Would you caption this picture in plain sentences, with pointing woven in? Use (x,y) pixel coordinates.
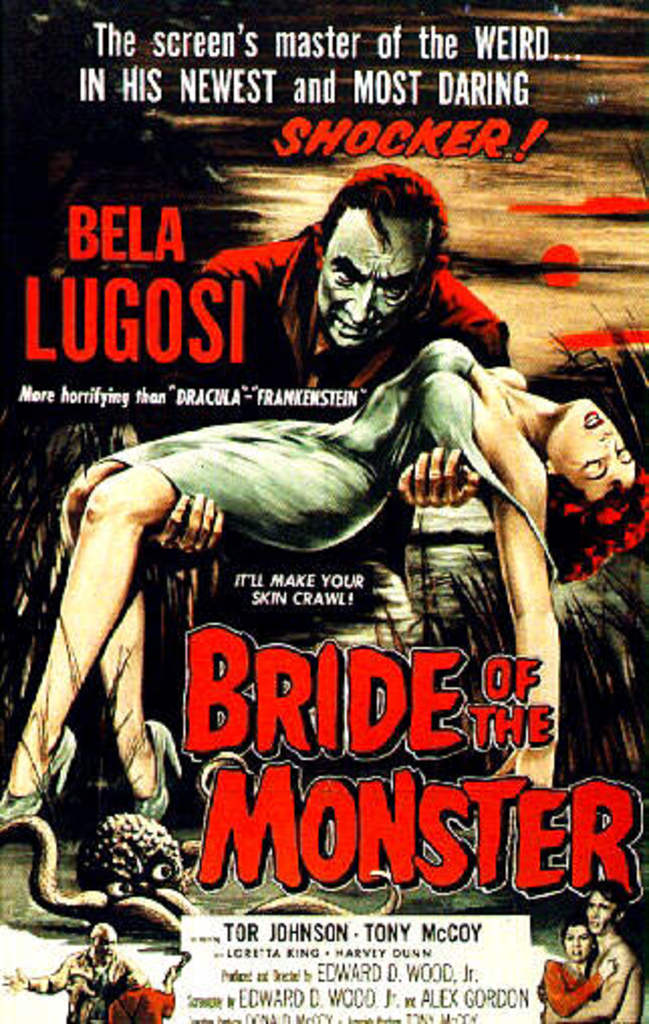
In this picture there is a poster (346,162) in the center of the image (366,622), on which it is written as ''bride of the monster''.
